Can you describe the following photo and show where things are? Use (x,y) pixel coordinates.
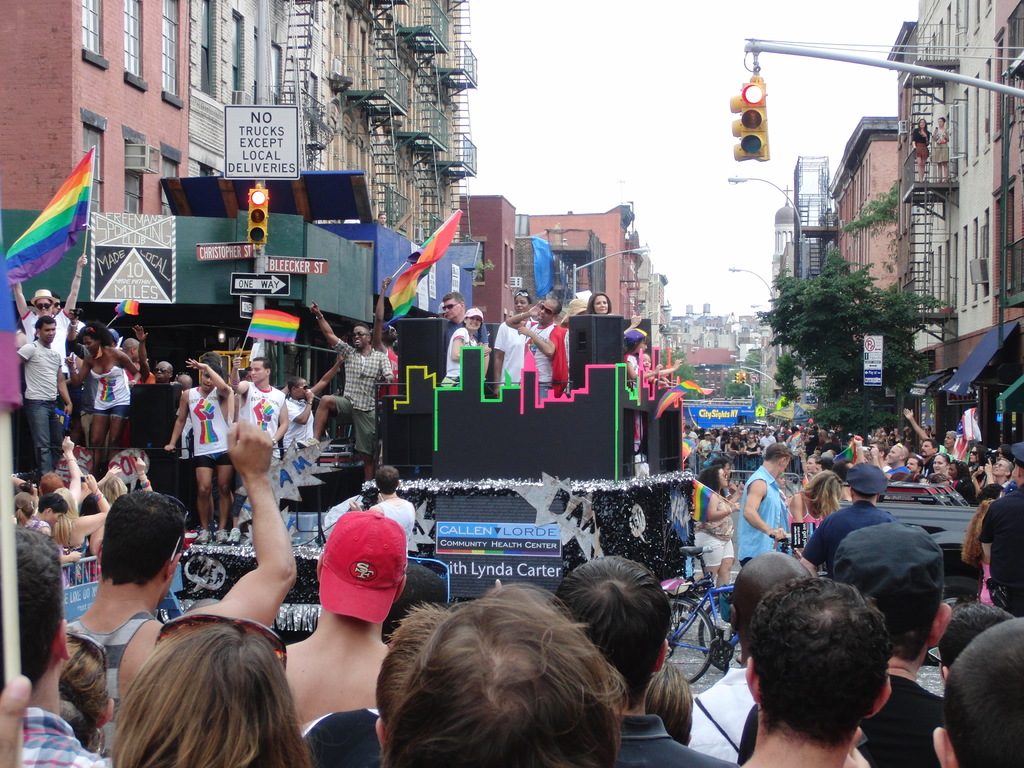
In this image we can see a music show is going on and so many people (328,662) are standing and cheering up. Background of the image (929,188) so many buildings (457,192) are present and even we can see traffic signals (743,114) in the image.
